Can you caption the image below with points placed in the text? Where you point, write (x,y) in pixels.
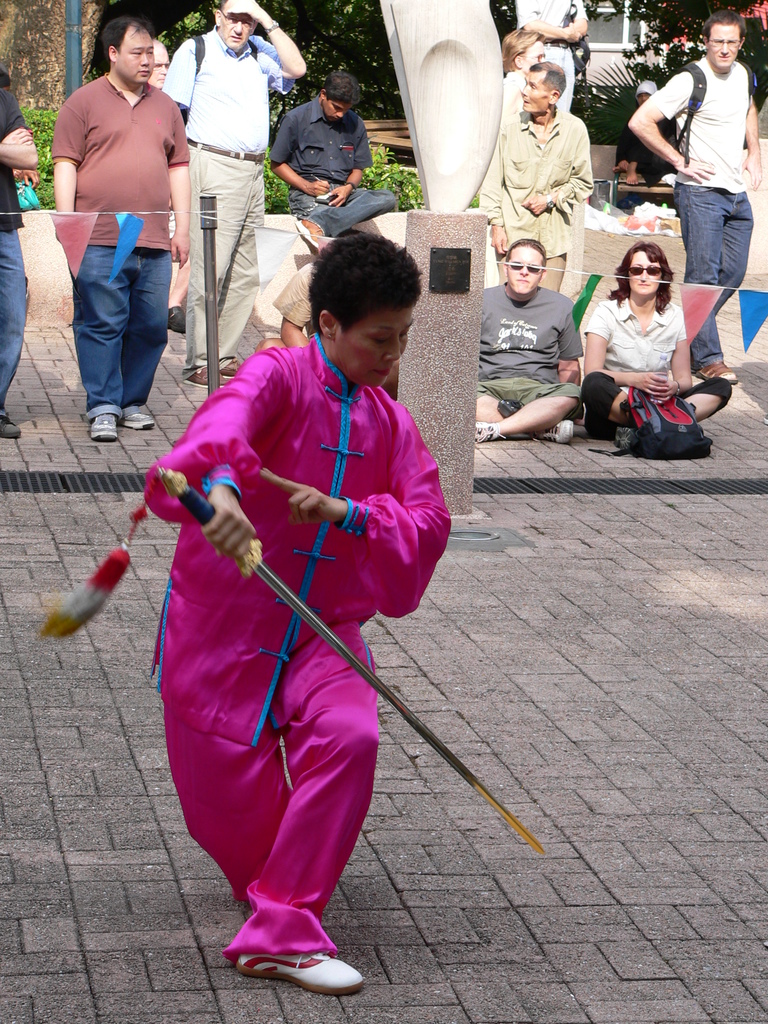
Here a person (394,539) is holding a sword (214,508), this person (299,654) wore a pink color dress (300,576). Many people (158,234) are observing this action from there.
